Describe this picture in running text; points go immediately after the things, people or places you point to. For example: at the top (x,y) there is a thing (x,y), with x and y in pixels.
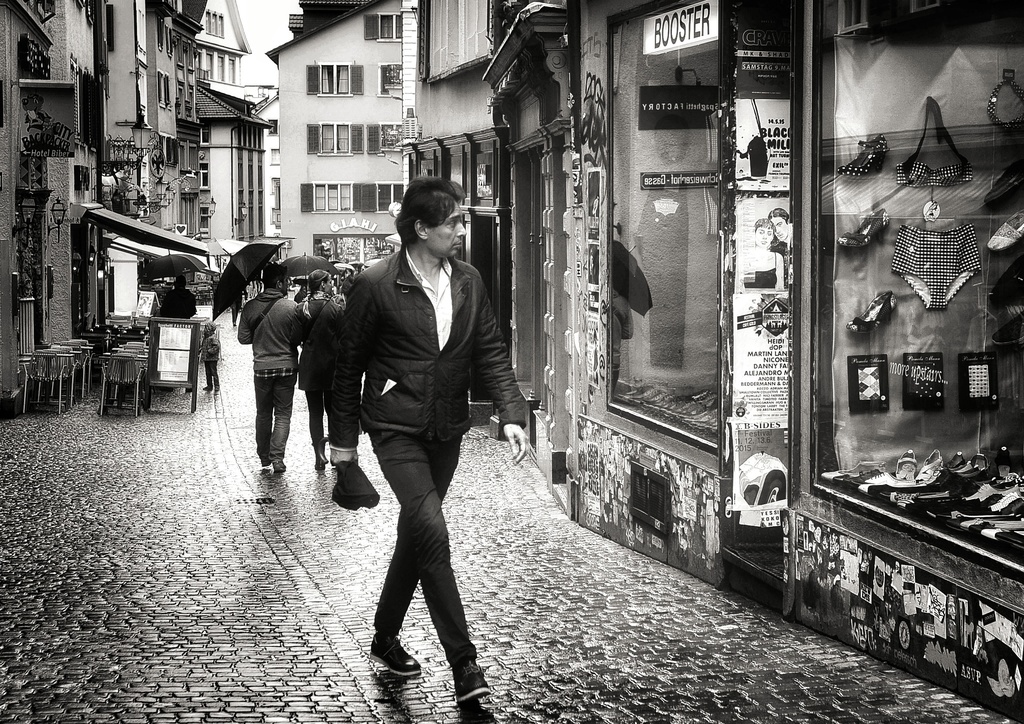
In the foreground (447,548) we can see a man (481,280) walking on the road (321,696). He is wearing a black color jacket (421,377) and he is holding a cap (354,480) in his right hand (332,461). Here we can see the glass windows (639,153) on the right side (904,359). Here we can see the clothes (925,182) and the footwear (861,165) on the right side (1001,526). In the background (266,305), we can see two people (310,360) walking on the road (249,387) and they are holding the umbrellas (293,259). Here we can see the chairs (66,356) on the left side (71,381). In the background (282,135), we can see the buildings (282,135).
